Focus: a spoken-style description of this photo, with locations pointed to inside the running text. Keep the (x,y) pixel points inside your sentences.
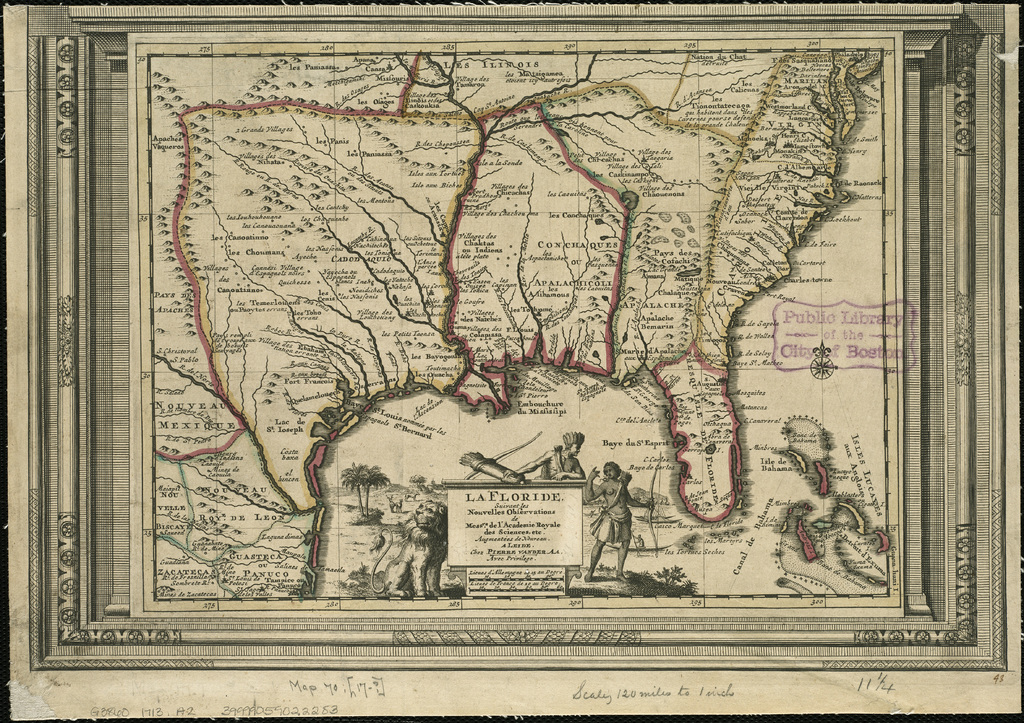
In the image there is an ancient map (131,319) of a region (670,338).
